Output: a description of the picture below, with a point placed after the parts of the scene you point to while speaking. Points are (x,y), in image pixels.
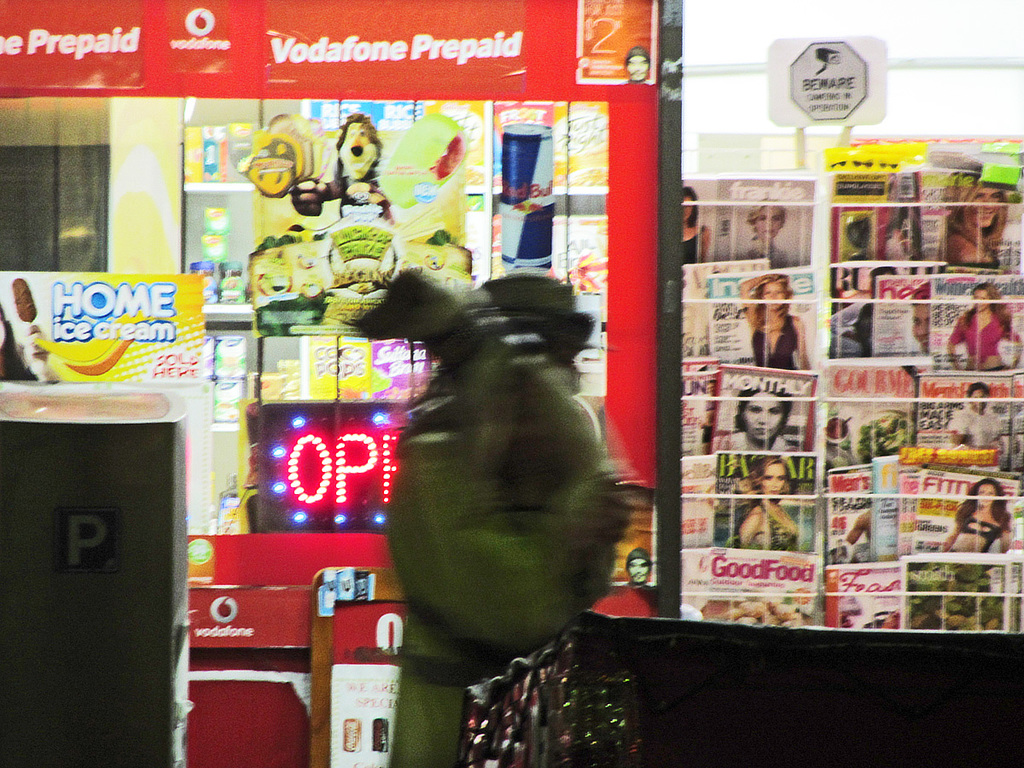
In this image there is a store (231,289). On the right (754,322) we can see books (758,423) placed in the stand (803,542). In the center (476,318) there is an object (456,634) and we can see posters (367,291) pasted on the glass (244,215). There is a board (325,636) and we can see an object (116,559).
